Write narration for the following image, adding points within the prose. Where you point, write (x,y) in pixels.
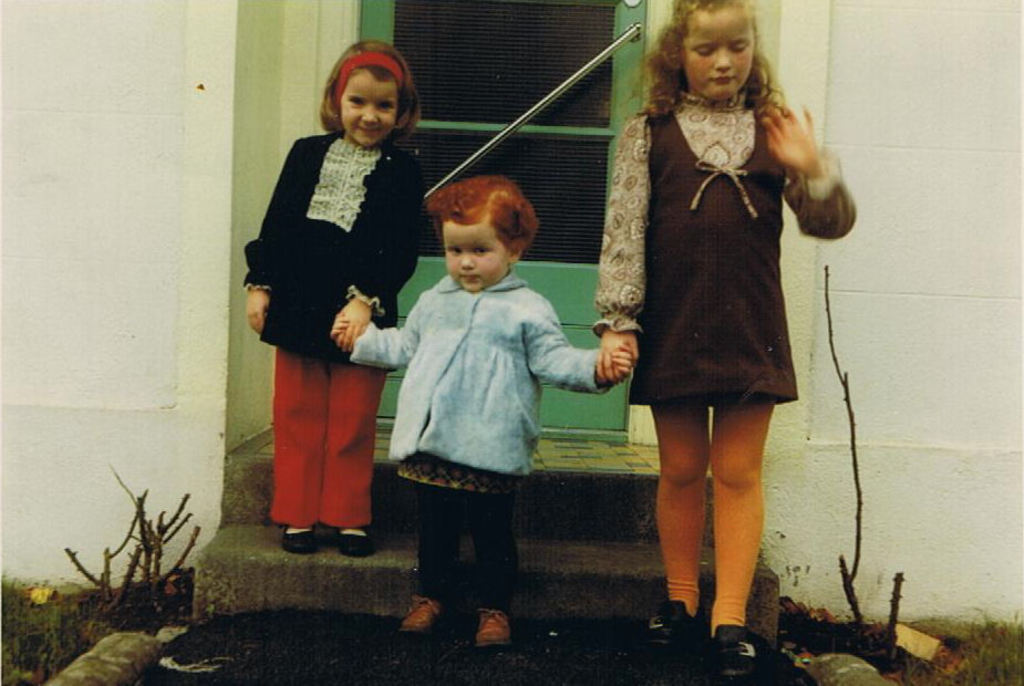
In this picture there is a girl (491,477) who is wearing blue jacket (478,357), trouser (451,516) and shoe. Beside there is another girl (732,17) who is wearing a dress (735,295) and shoe (678,611). On the left (340,518) there is a girl (371,87) who is wearing band (367,55), black jacket (299,208), trouser (297,425) and shoe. Three of them are standing near the stairs (539,522). In the back (556,280) I can see the door (547,222). In the bottom right corner (988,669) I can see the grass (966,667) near to the wall (977,499).
